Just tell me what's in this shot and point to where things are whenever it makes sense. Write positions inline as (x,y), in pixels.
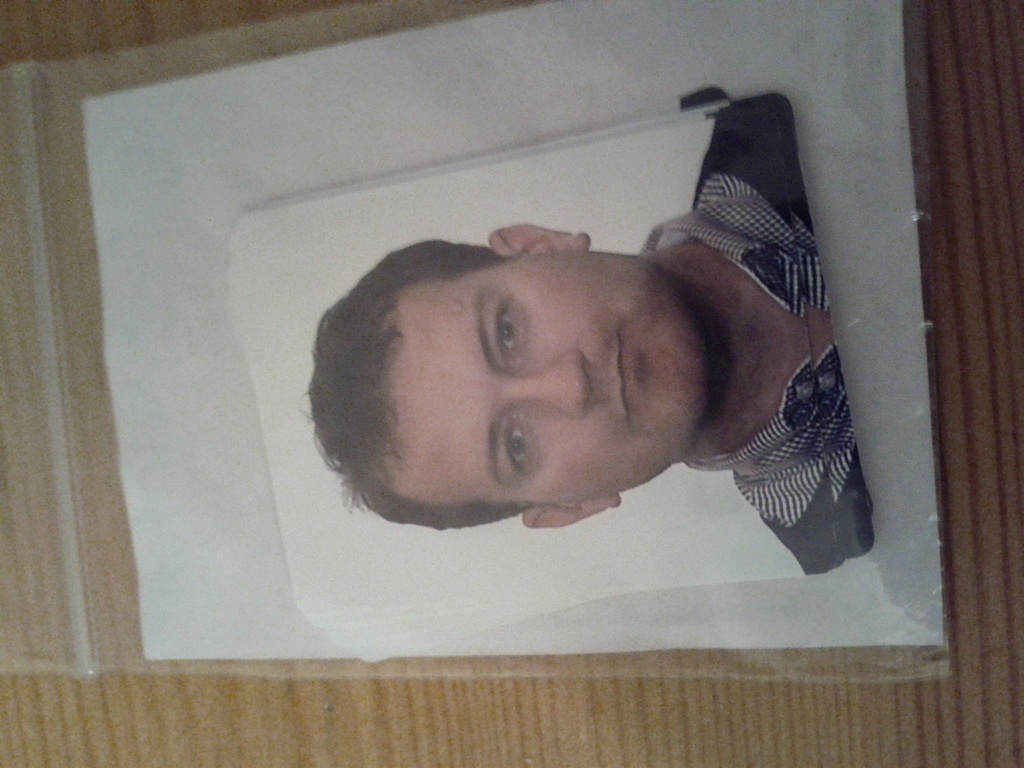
There is a photo (499,399) of a person (463,360) placed in a cover (224,324).
